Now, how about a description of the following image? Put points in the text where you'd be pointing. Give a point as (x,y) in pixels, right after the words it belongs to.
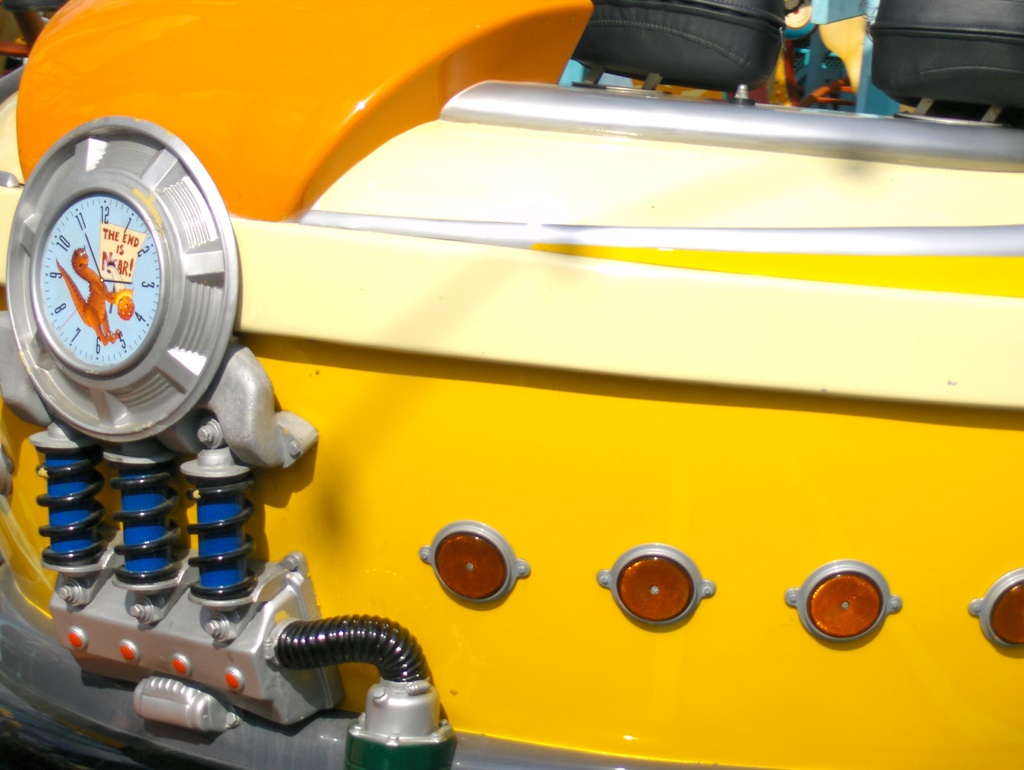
There is a yellow color machine (493,343) with a meter (185,304) on the left side (101,322). And three suspensions (129,480) are attached and there is a wire (351,646). Also there are four round things (463,569) on the machines (578,582).
